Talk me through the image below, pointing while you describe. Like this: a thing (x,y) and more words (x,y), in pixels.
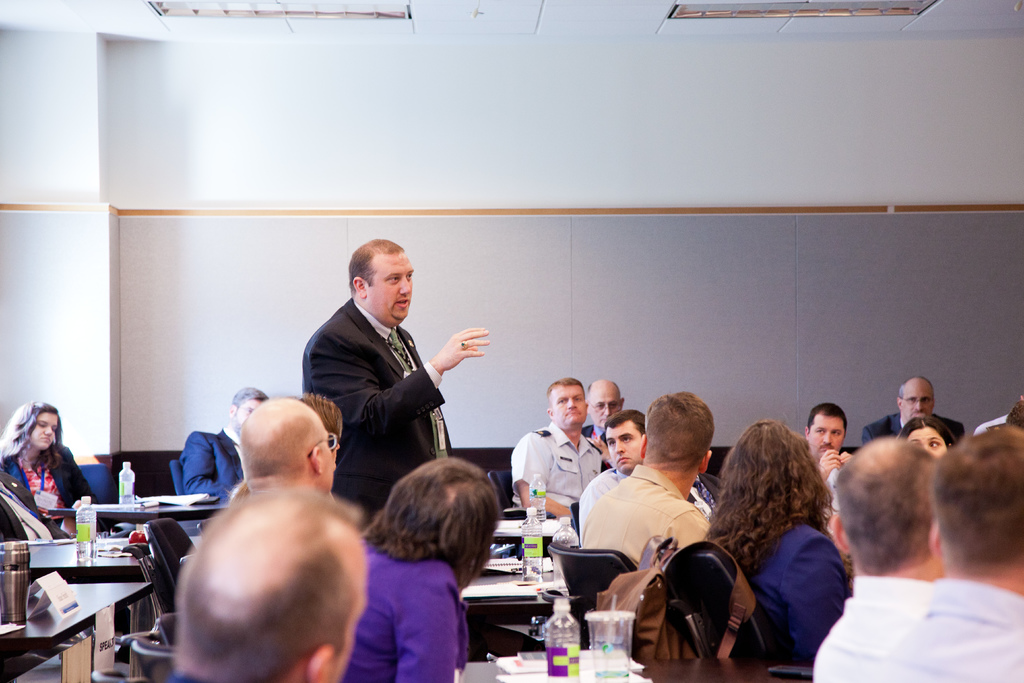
In the image there are many people (614,524) sitting on the chairs (102,498) and in front of them there are tables (118,508), on the tables (671,675) there are bottles (569,625), papers (62,591) and other things (15,586). In between them there is a person (375,380) standing and talking something, in the background (471,219) there is a wall (635,284).
